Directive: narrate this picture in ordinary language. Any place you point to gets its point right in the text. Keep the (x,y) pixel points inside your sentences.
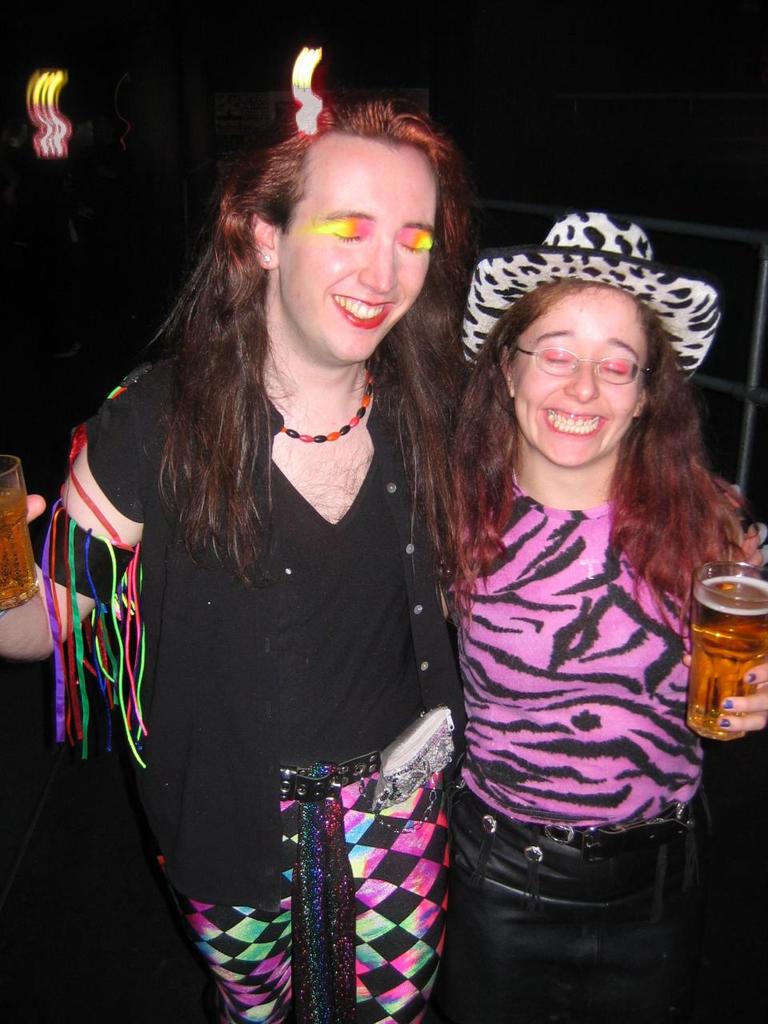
In this picture we can see there are two women (390,608) holding the glasses (29,535). Behind the women (321,493), there are iron grilles (724,382) and the dark background (727,437).
